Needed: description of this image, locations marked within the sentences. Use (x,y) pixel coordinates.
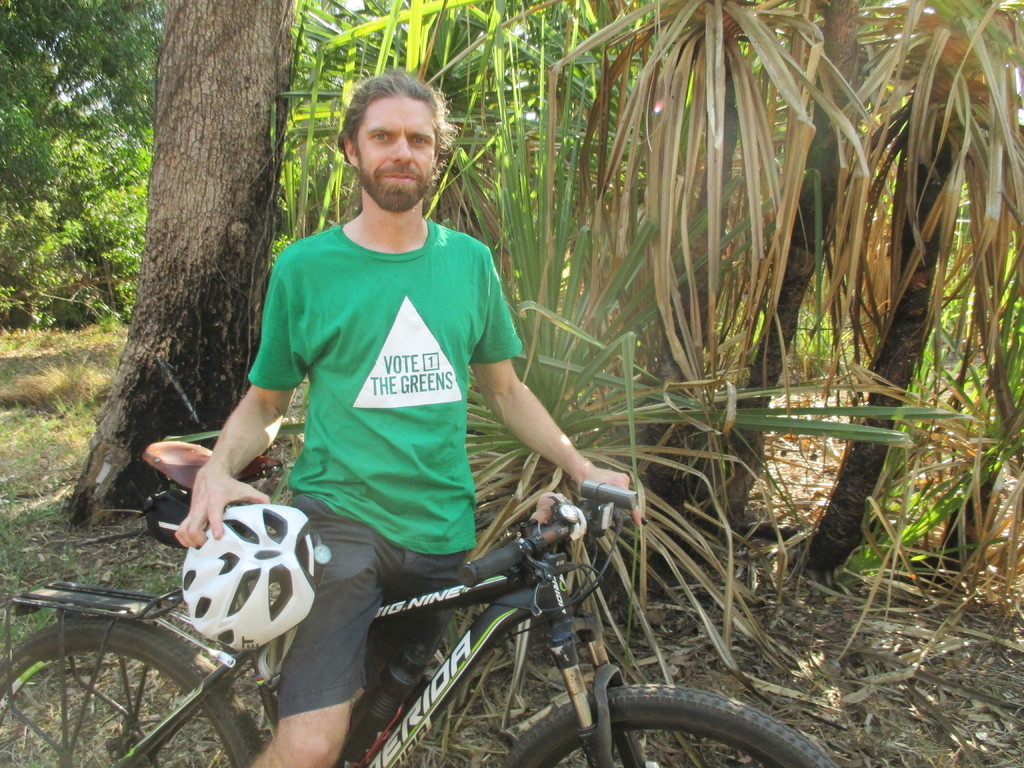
As we can see in the image there are trees (524,75), bicycle (677,696) and a man (383,560) holding helmet (285,581).
